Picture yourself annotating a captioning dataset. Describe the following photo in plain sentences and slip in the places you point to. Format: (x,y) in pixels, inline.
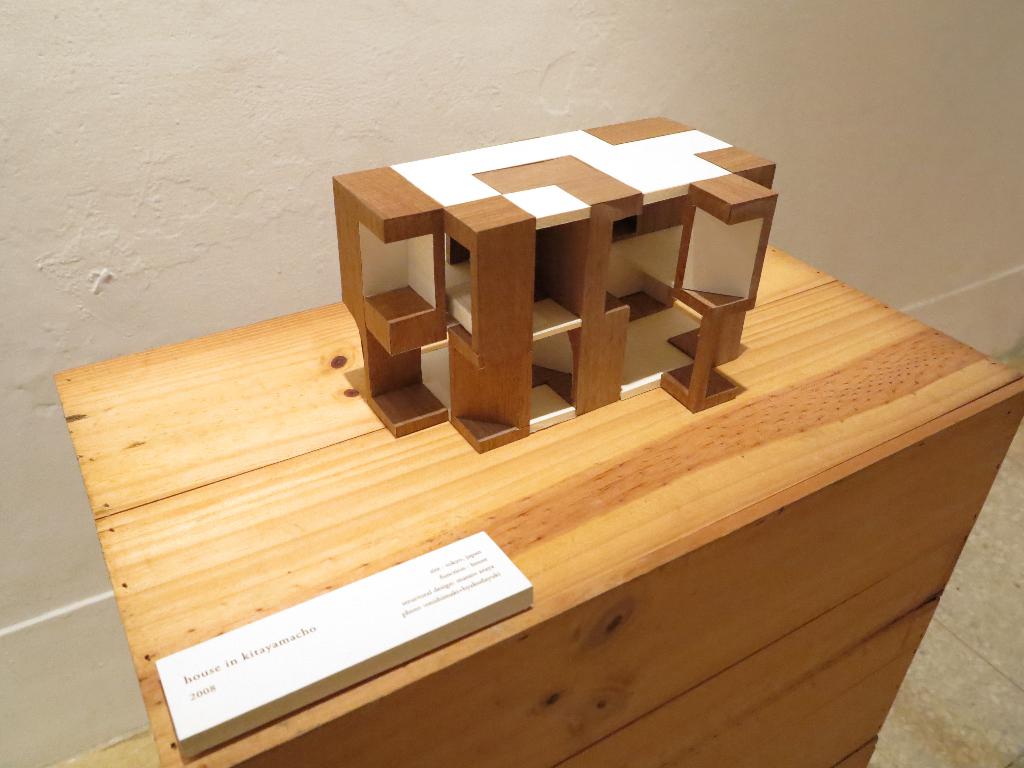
In the center of the image (649,450) we can see a table (620,635). On the table (551,576) we can see a board (372,610) and architecture (523,299) of a building (530,396). In the background of the image (165,43) we can see the wall (68,27). At the bottom of the image (989,701) we can see the floor (967,731).
